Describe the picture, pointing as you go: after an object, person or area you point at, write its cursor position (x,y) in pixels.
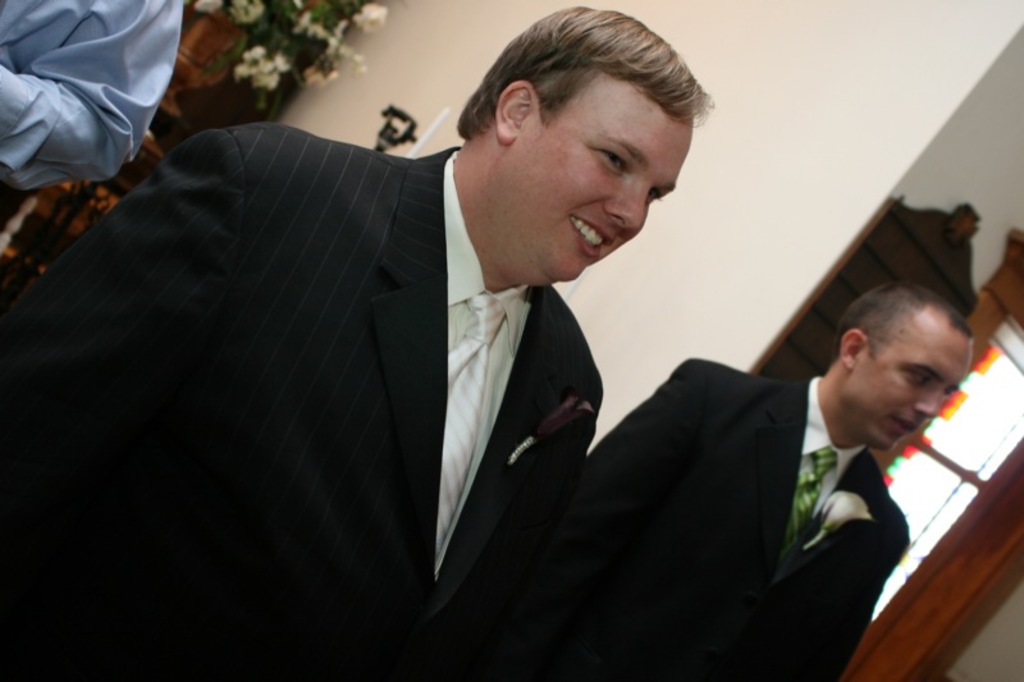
In the foreground of this image (443,531), there are two men (756,544) wearing coats (374,470) and also another person (96,69) in the left top corner (104,56). In the background (268,32), we can also see flowers (311,31), few wooden objects (920,252) and a white wall (830,81).
